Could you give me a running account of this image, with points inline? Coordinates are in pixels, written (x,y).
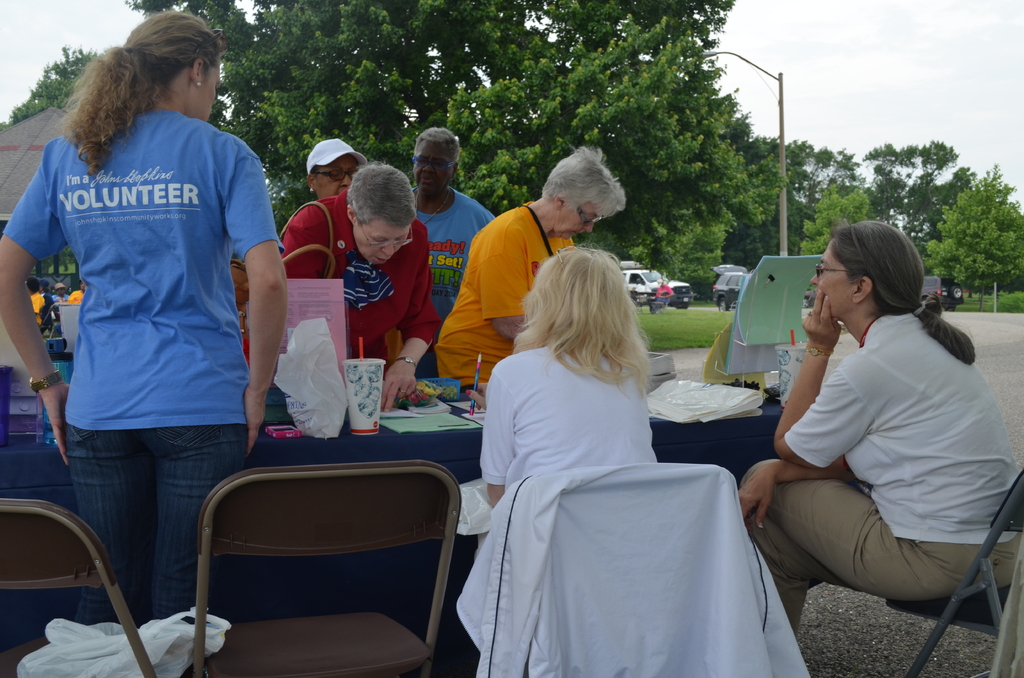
The picture contains there are so many people (585,247) are there and some people (585,421) they are sitting on the chair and some people (190,475) they are standing in front the people (463,340) and on the table (460,433) there is a glass (373,404), books (425,417), pen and many things (430,403) are there on the table (403,436) and the background of the persons (445,245) there are so many trees (684,184) are there and the background (982,240) is very greenery.
